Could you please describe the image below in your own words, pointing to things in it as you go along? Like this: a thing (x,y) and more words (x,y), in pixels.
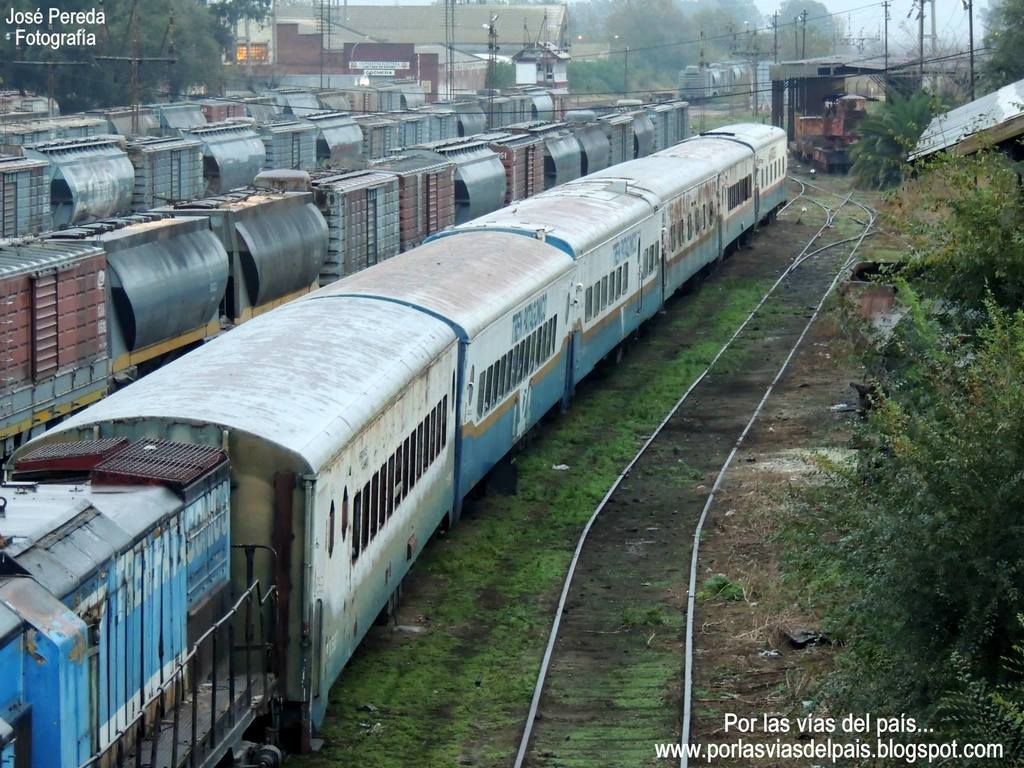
In this picture I can see few trains (215,297) on the tracks (690,694) and I can see building (377,50) and few trees (641,48), poles (754,88) and I can see plants (880,335) and text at top left corner (77,13) and text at the bottom right corner of the picture (726,751) and I can see sky (888,35).
